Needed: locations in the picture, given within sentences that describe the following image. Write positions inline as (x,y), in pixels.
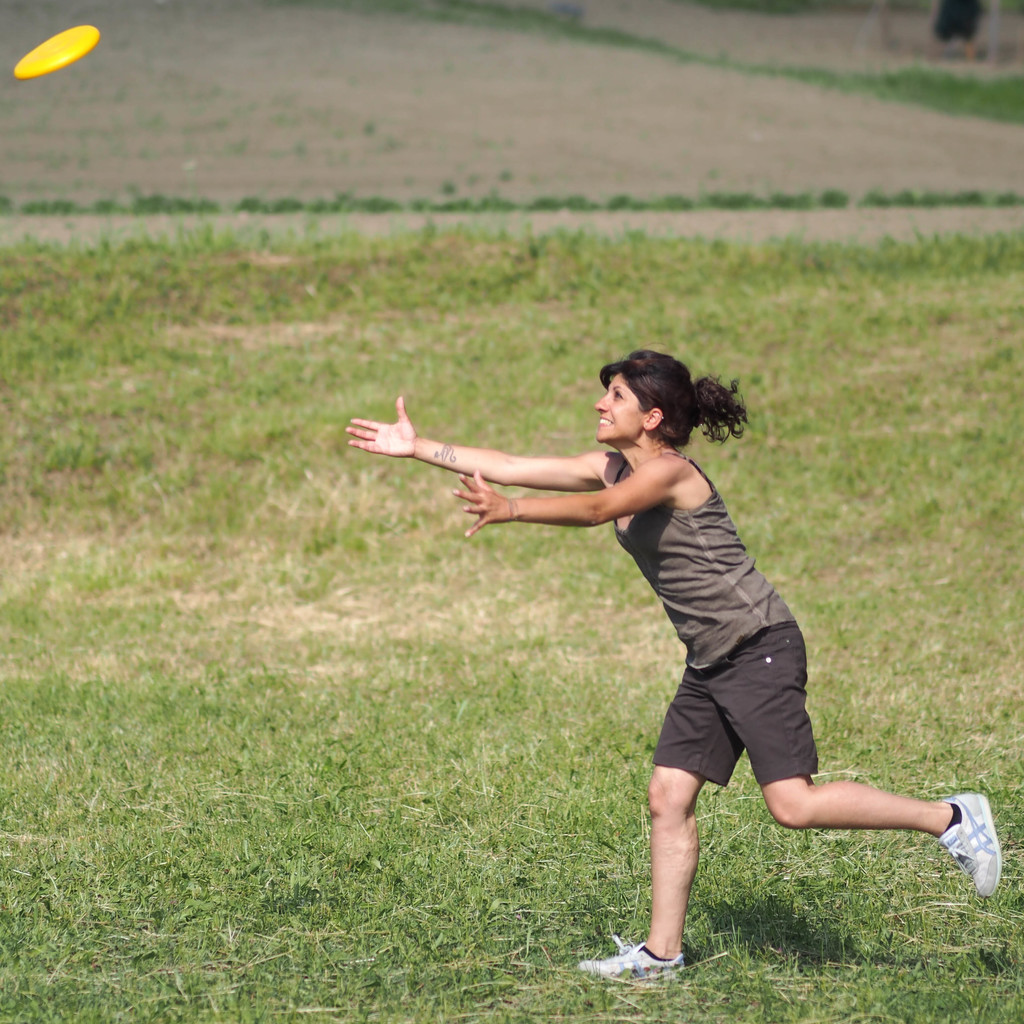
In this image we can see a woman (707,491) wearing T-shirt (691,549), socks (953,812) and shoes (954,835) is walking on the grass (425,799). Here we can see the yellow color disk plate (70,63) in the air (44,128). The background of the image (267,24) is blurred.
